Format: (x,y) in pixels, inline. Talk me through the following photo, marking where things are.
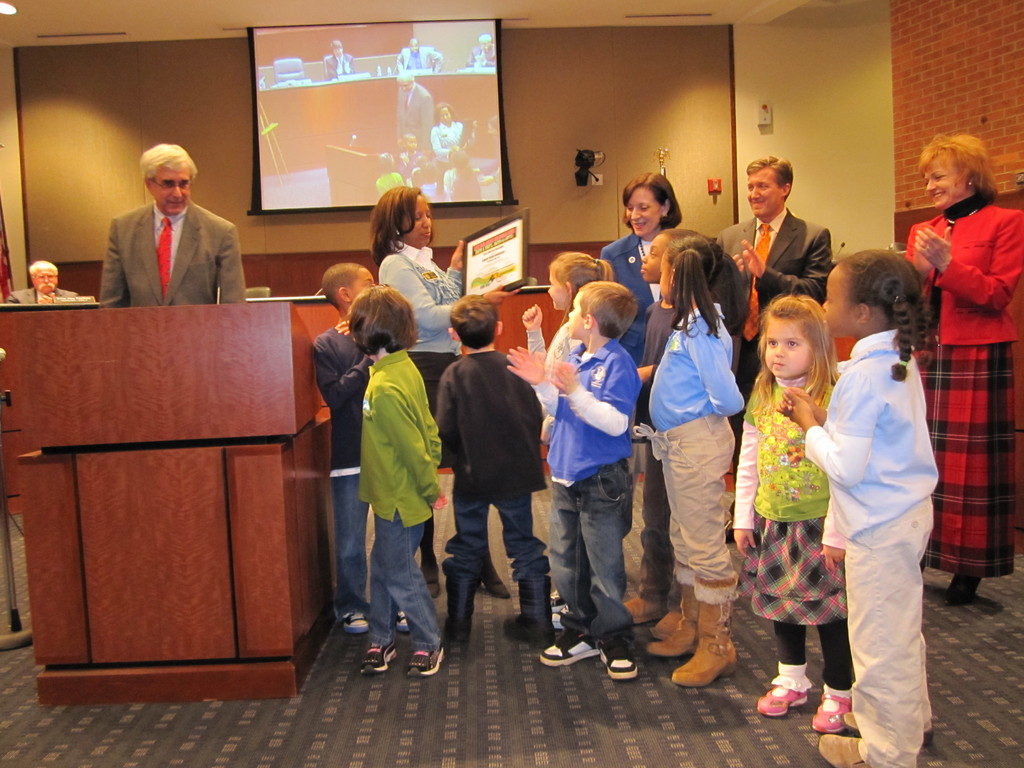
In this image I can see group of people (398,226) standing. The person (442,298) in front (427,281) holding a frame (489,266) and I can see the other person (206,245) wearing brown color blazer (193,245), red tie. Background (424,157) I can see a projector screen (332,85).
